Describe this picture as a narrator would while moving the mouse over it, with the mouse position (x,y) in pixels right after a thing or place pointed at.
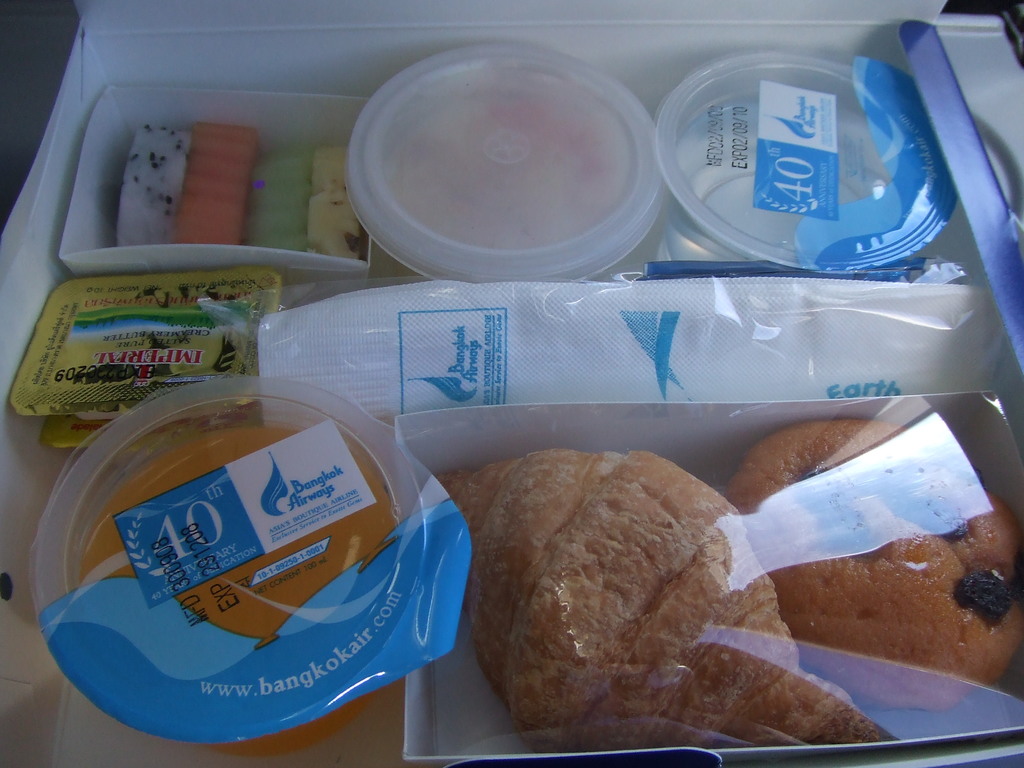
In this image we can see some food (752,584), juice (263,601) in glasses (296,591) and some tissue papers (583,396) in a box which is placed on the surface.
